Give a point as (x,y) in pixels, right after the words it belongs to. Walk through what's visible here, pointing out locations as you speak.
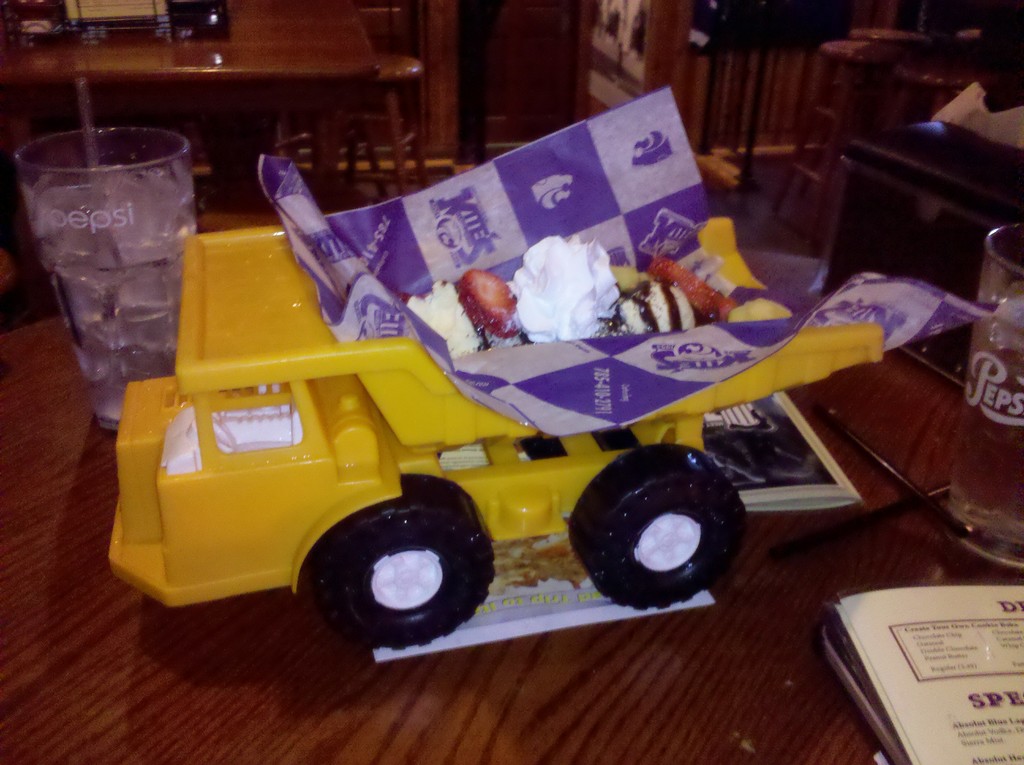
In this image I can see the toy vehicle (381,466) and few glasses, papers (536,626) on the table (520,663) and I can see few food items (637,294) in white, red and brown color. In the background (282,42) I can see few chairs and few objects (719,9).
